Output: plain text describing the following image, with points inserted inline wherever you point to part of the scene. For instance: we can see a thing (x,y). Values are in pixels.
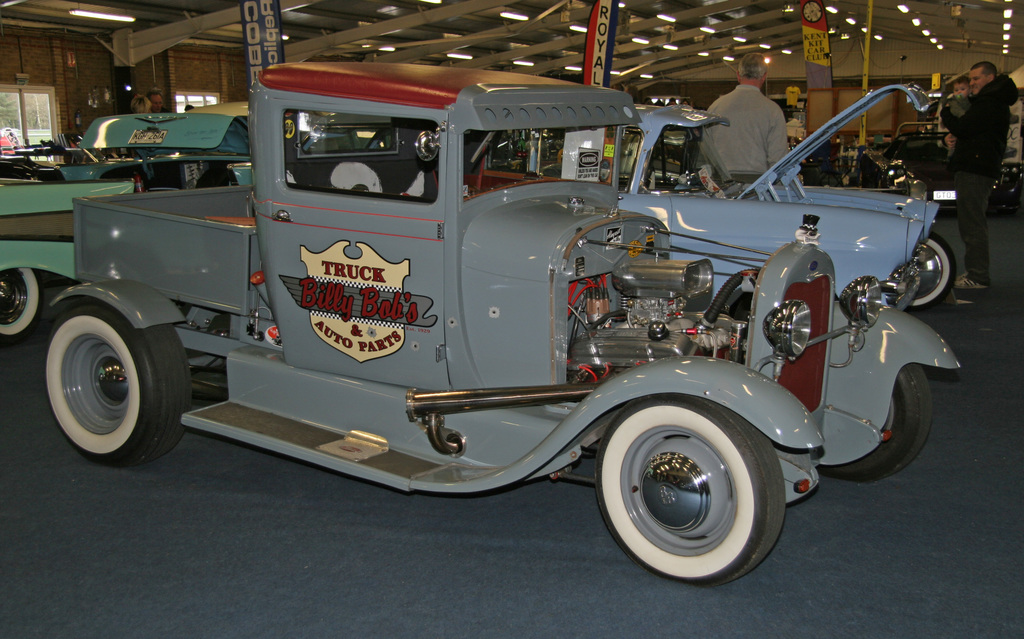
In this image, I can see the antique cars (335,167) and few people (744,141) standing on the floor (527,564). At the top of the image (245,14), I can see the lights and banners (813,53) hanging. On the left side of the image (32,140), there are windows (42,121).
